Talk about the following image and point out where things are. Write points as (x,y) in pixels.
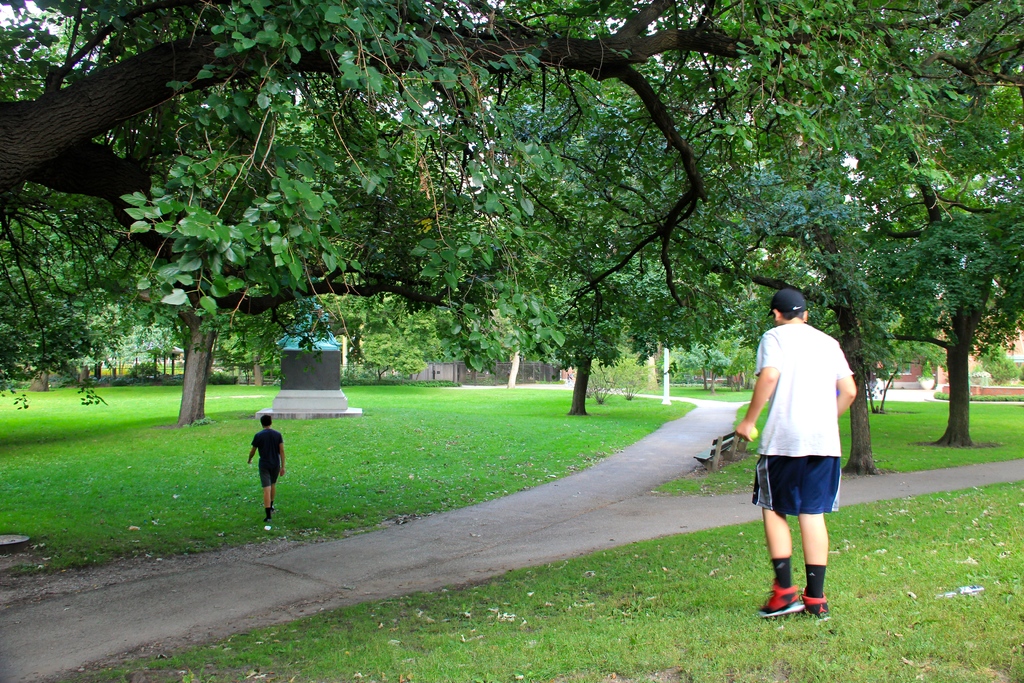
In this image there is a man (756,495) standing on the ground (819,633), on the right side (835,501). In front of him there is a road (375,580). In the middle of the image (345,415) there is a statue (330,373). In front of the statue (323,371) there is a boy (263,473) who is walking on the ground (234,459). In the background (415,193) there are trees (671,203). At the bottom (647,643) there is grass (696,643).
